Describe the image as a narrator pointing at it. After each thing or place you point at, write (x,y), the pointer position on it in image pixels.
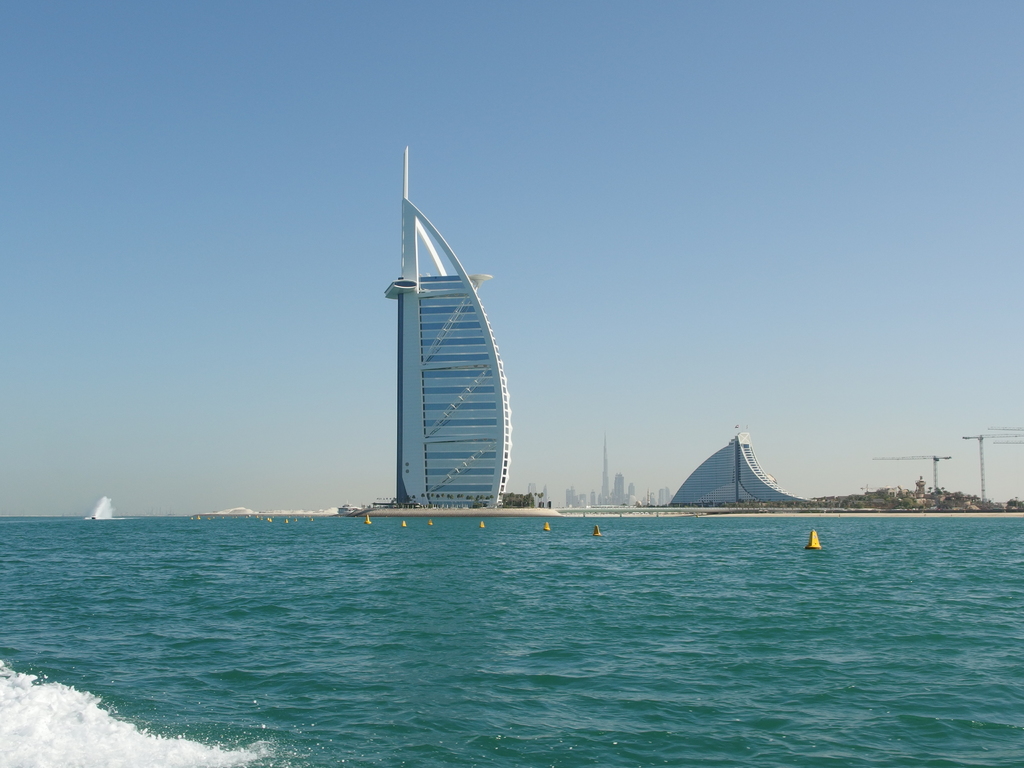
In the center of the image (454,420) there are buildings (491,446) and poles (980,457). At the bottom (272,648) there is water (729,586). In the background (733,260) there is sky (230,249).
